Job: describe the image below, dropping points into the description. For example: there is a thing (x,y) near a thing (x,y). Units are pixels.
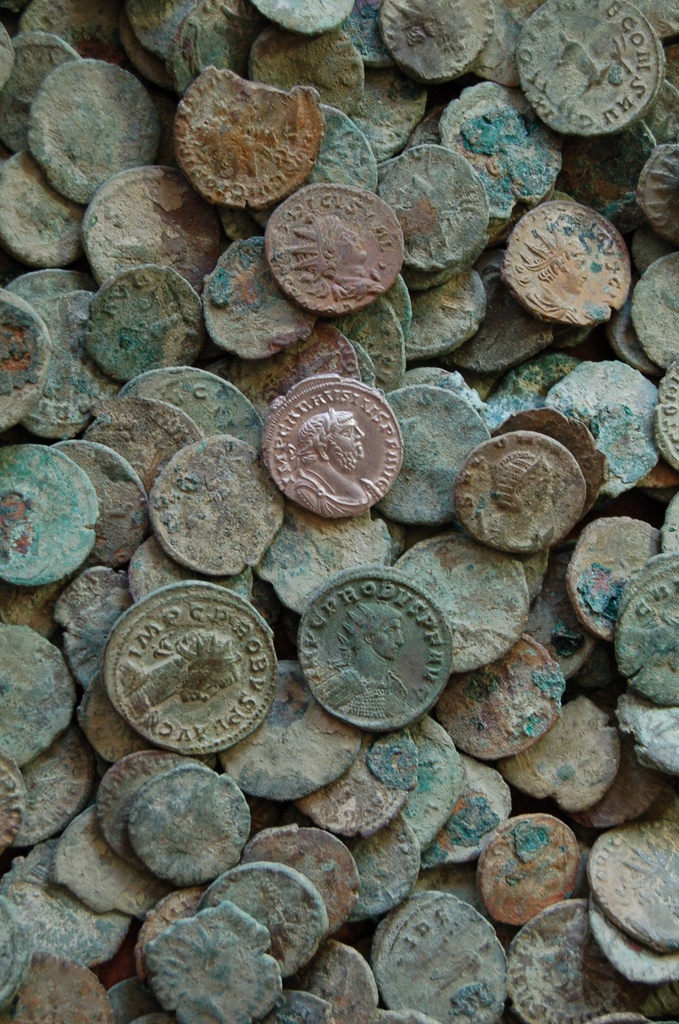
In this image we can see a group of coins (314,485).
